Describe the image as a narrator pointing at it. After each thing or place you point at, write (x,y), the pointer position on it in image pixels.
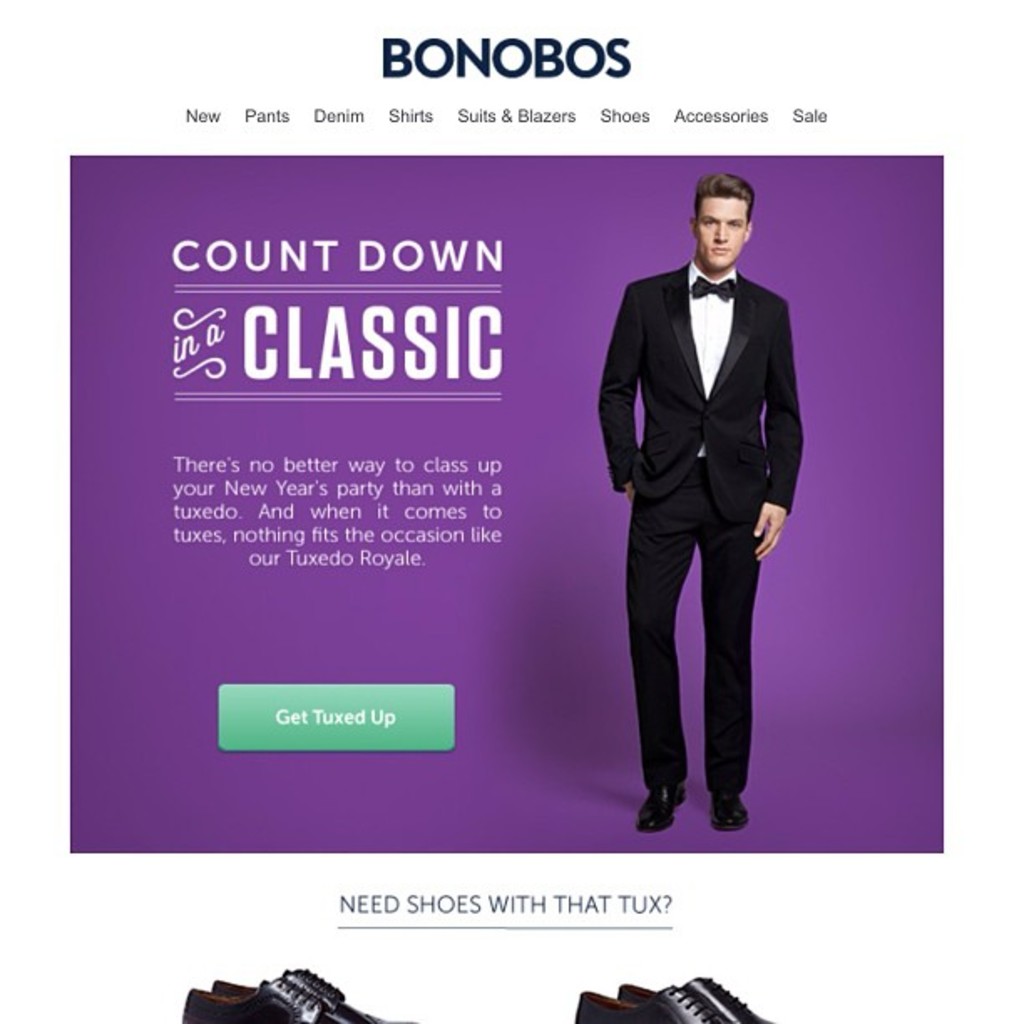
In this image there is a picture of advertisement with the man (674,552) standing and wearing a black colour suit (675,476) and there are two pair of shoes (678,1002) and there is some text (254,332) written on it
